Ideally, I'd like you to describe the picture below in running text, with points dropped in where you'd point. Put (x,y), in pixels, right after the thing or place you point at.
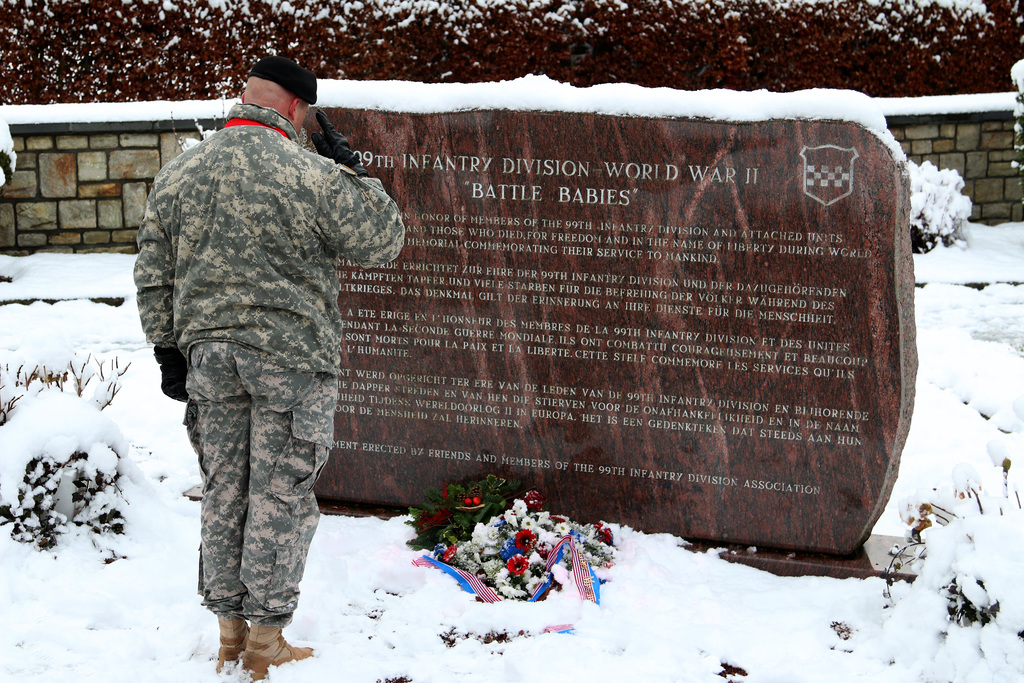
In this image there is an army person (228,386) standing in front of a memorial stone (651,290) with some text (744,356) engraved on it. In front of the stone (638,403) there is a flower bouquet (463,565). At the bottom of the image (655,663) there is snow (739,657) on the surface (702,669). There are plants (901,644). In the background of the image (104,183) there is a wall (86,181). There are trees (449,14).
